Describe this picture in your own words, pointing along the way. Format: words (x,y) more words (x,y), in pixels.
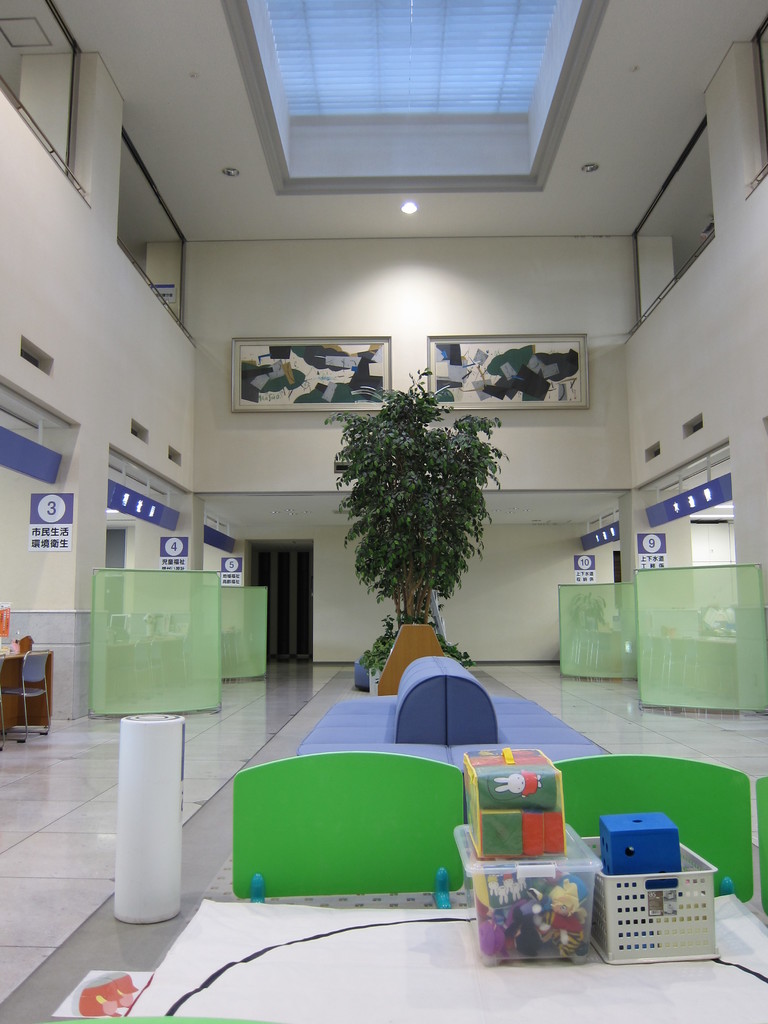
In front of the image there are some objects (506,945) on the table (470,964), behind the objects (467,797) there is a couch (397,713), in front of the couch (387,722) there is a tree (433,503), beside the tree (413,611) there is a metal rod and there are pillars (689,564), on the pillars (79,535) there are sign boards (70,537), on the left of the image (27,665) there is a chair (40,690), in front of the chair (28,688) there are some objects (6,622) on the table (37,704) and there are some green colored meshes (198,658), in the background of the image (333,352) there are photo frames (309,354) on the wall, on top of the roof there is a glass window (522,9) and lamps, on the top left (181,278) and right of the image (757,163) on the balconies (46,122) there are pillars (735,195) and metal rod fences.
